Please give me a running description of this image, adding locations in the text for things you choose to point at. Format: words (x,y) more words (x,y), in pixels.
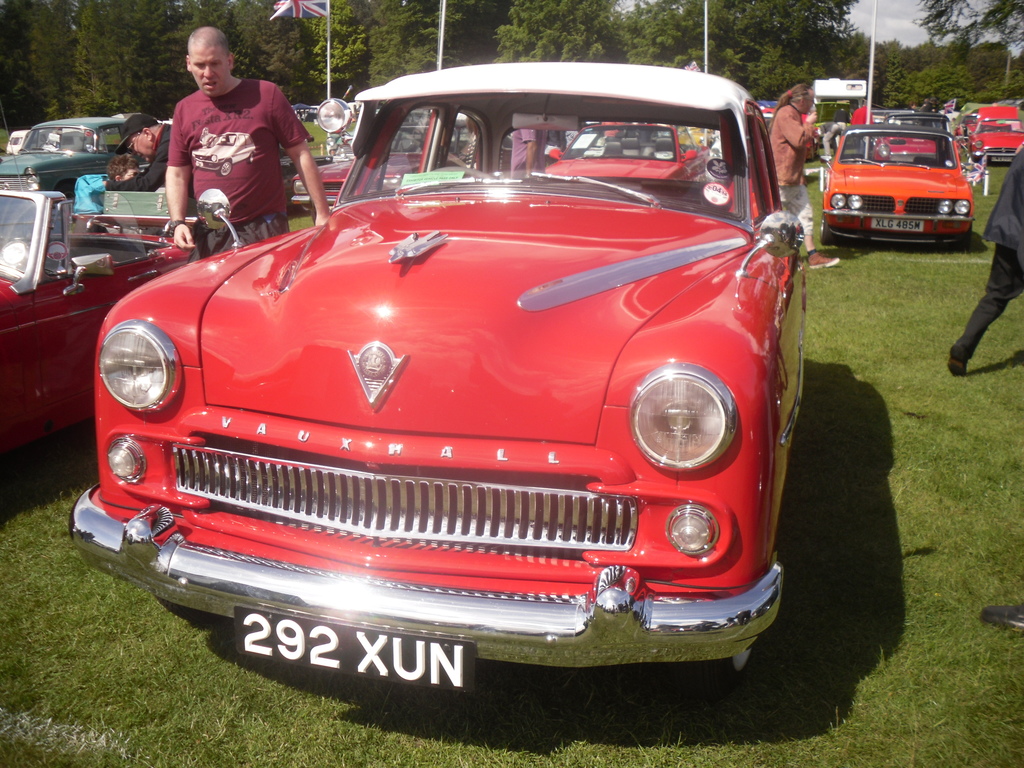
In the background (367,71) we can see the sky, trees (1002,48), poles (441,28), flag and objects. In this picture we can see the vehicles (1006,122) and people (1018,159). At the bottom portion of the picture (884,657) we can see green grass (801,723).
